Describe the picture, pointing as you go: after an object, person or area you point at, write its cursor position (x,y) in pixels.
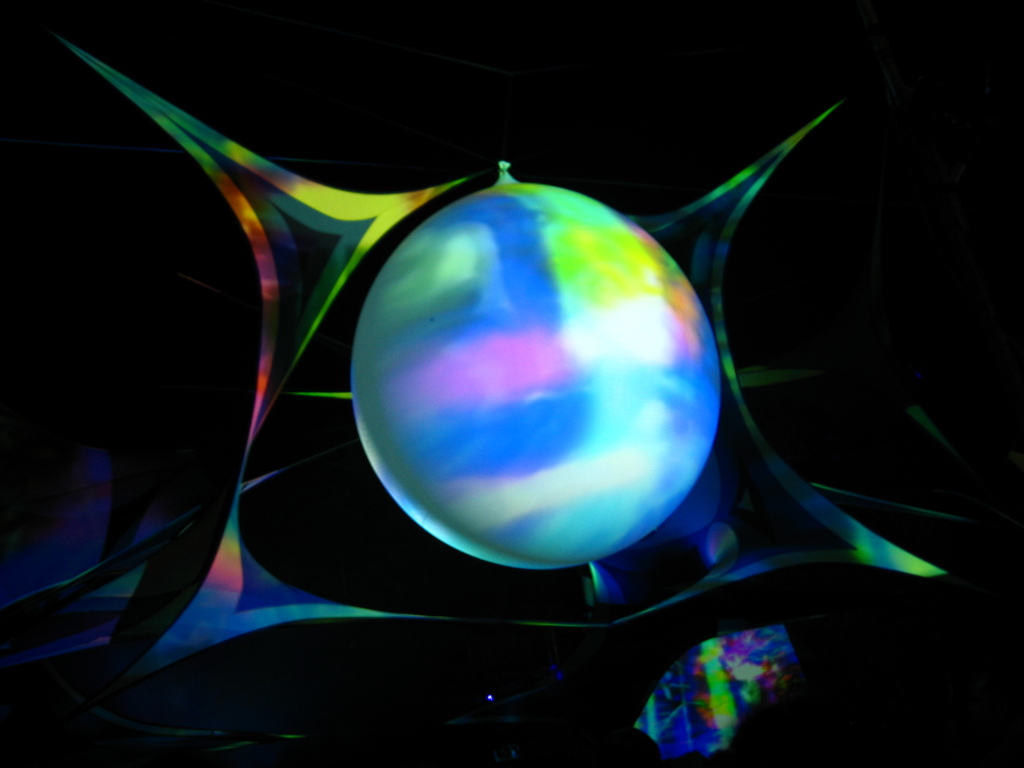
In this picture we can see balloon (467,407), on this balloon (603,274) some multi colors are fallen due to this radiations.
